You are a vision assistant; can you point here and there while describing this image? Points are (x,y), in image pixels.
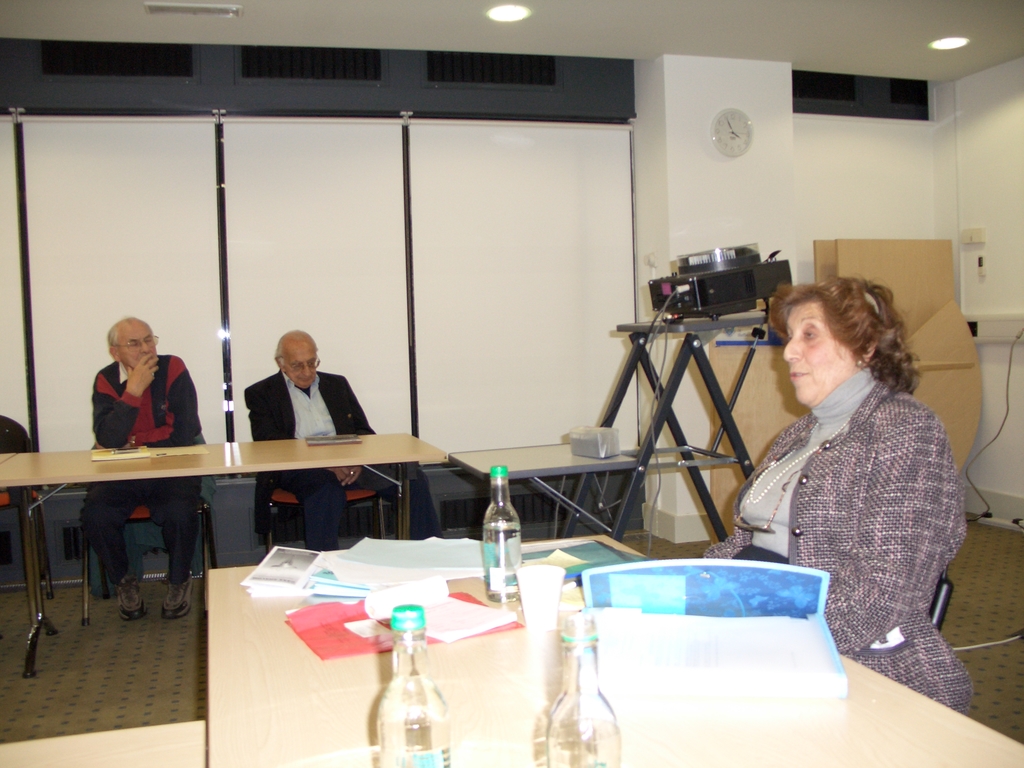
In this Image I see a woman (957,540) and 2 men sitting on the chairs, I also see that there are tables (28,740) in front of them and over here I see 3 bottles (403,756), a cup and few papers (710,653) on it. In the background (115,307) I see an equipment (737,440), wall (716,210), a clock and lights (954,40) on the ceiling (439,14).
